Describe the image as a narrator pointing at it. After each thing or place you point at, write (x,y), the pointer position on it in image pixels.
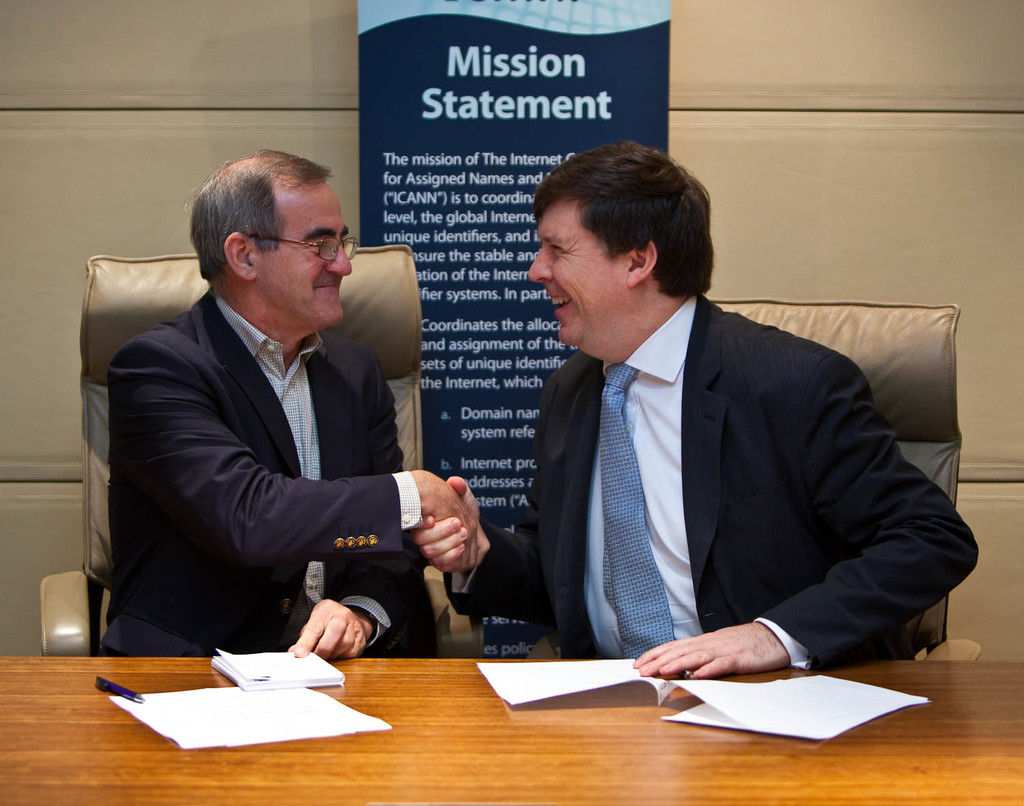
Here a man (300,507) is sitting on the chair (397,336), he wore a black color coat (403,463) and smiling, shaking hands (434,513) with the man (584,156) who is sitting in the right side (767,519). There are papers (632,666) on this table (683,741).
